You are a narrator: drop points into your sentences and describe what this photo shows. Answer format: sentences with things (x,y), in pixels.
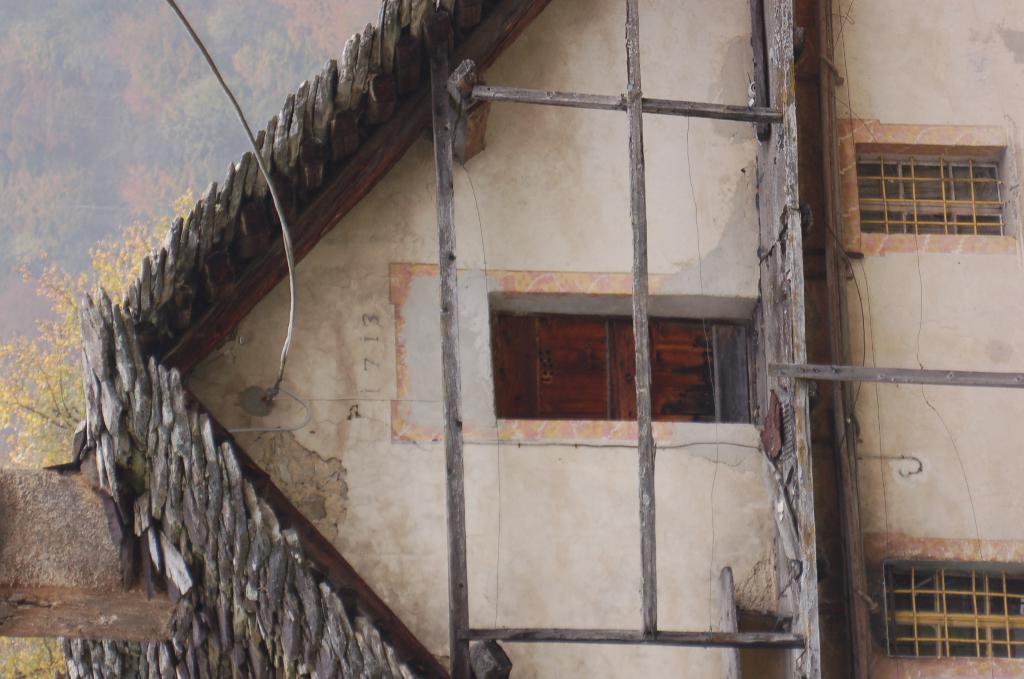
This image consists of a building (603,486). This looks like a photograph. It has wooden poles (455,600) and windows (519,381).
